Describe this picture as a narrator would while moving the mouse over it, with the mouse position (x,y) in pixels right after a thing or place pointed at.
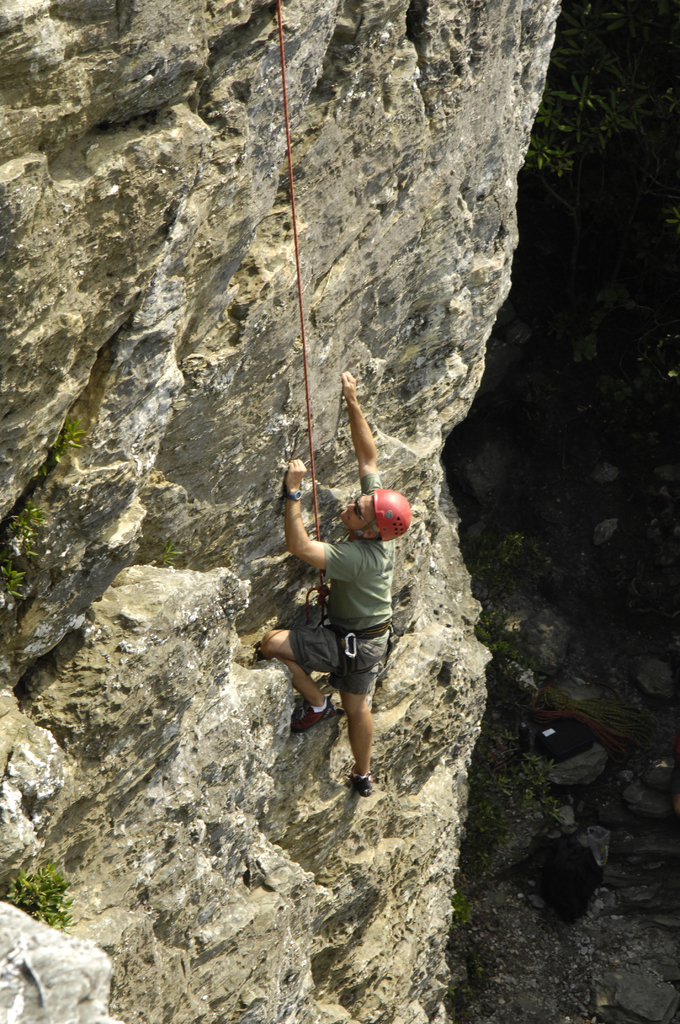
In this image we can see a man (337,622) climbing a hill (226,402) and he is tied with a rope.
